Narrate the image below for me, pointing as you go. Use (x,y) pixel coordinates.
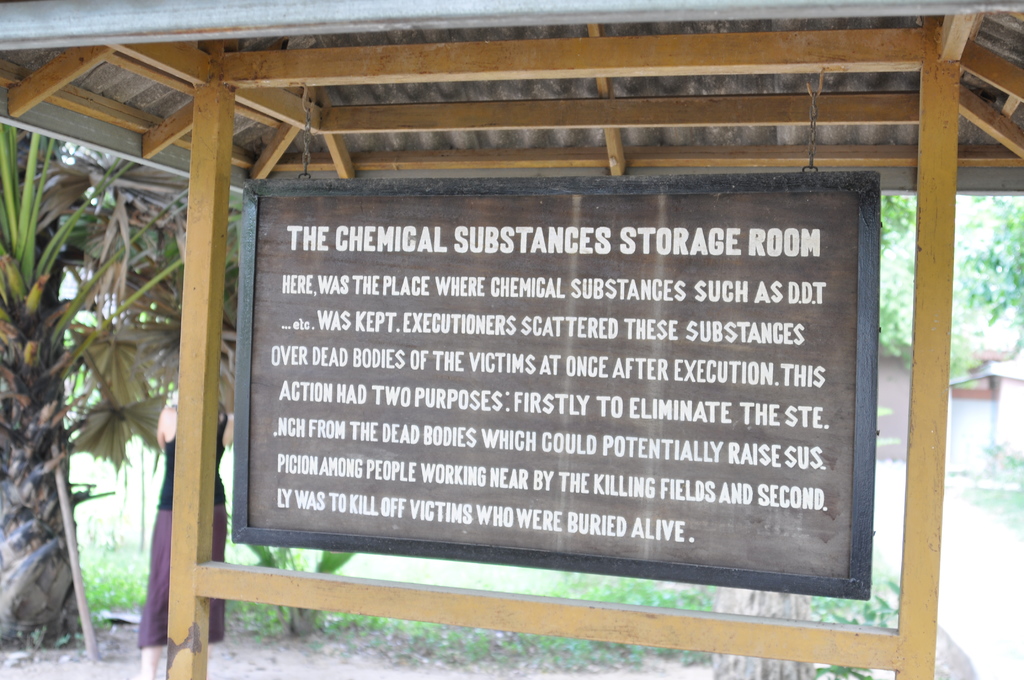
In the middle of the image (608,345) we can see a board (608,345) and we can find some text (551,294), beside the board (543,309) we can see a person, in the background (164,400) we can find few trees (148,408).
